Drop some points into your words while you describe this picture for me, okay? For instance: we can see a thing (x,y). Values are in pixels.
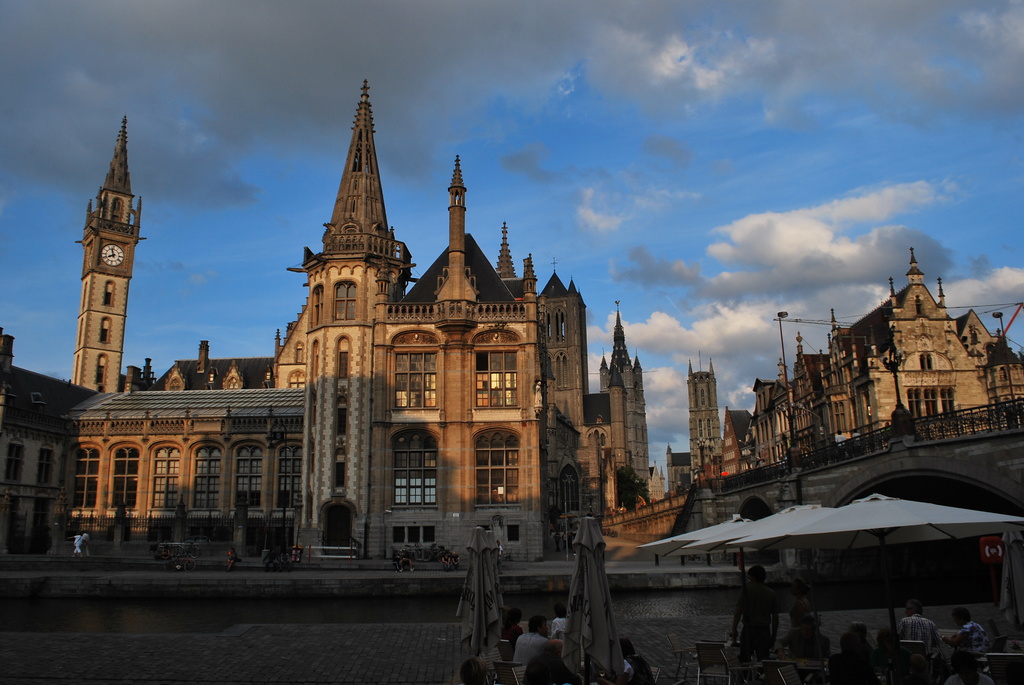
In this image I can see at the bottom (984,636) few persons (971,625) are sitting on the chairs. On the right side (798,542) there are umbrellas (798,542), in the middle (469,299) there are very big buildings (480,427). At the top (638,108) it is the blue color sky (574,153).
